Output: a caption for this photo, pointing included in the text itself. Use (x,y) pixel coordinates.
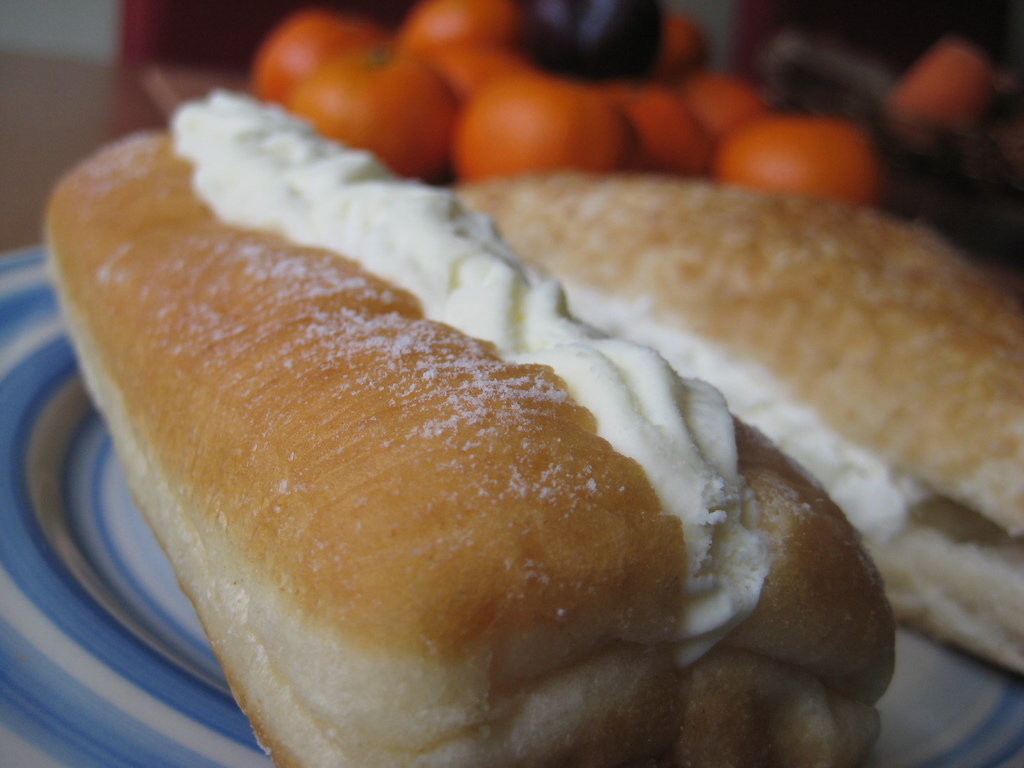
There are two hot dog buns (599,266) with cream (403,206) on a plate (901,704). In the background (671,145) there are orange color items (447,99).
